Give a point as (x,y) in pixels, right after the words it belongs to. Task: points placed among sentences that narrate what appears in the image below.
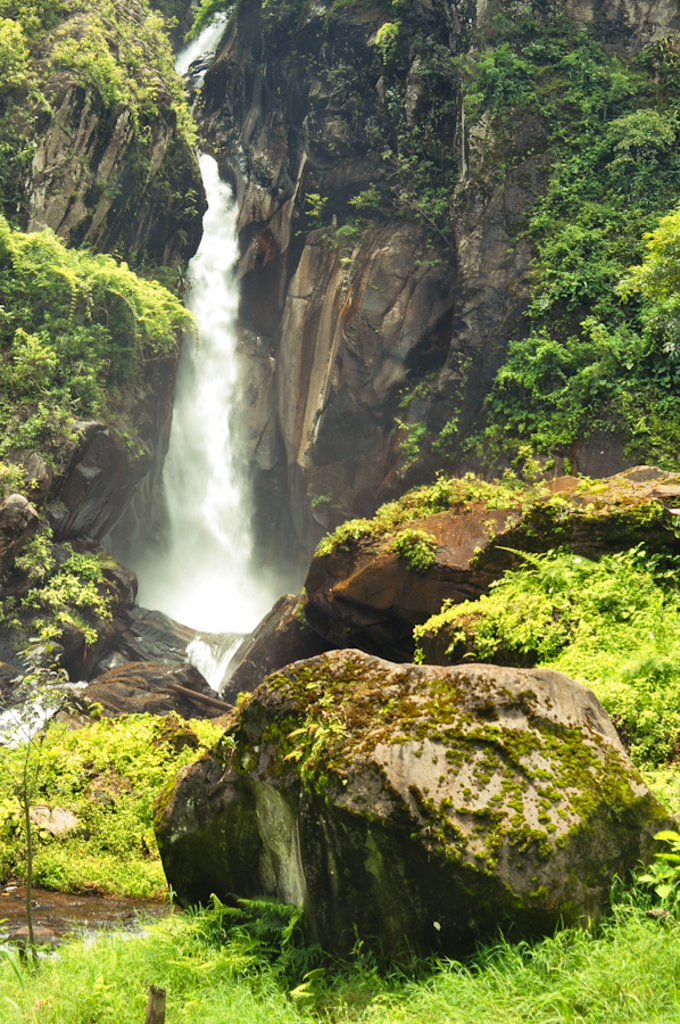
This is a waterfall (223,320) with the water (204,497) flowing through the hills (190,117). This looks like a rock (299,708). I think this is a hill (268,65) with the trees (143,277) and grass (215,995).
